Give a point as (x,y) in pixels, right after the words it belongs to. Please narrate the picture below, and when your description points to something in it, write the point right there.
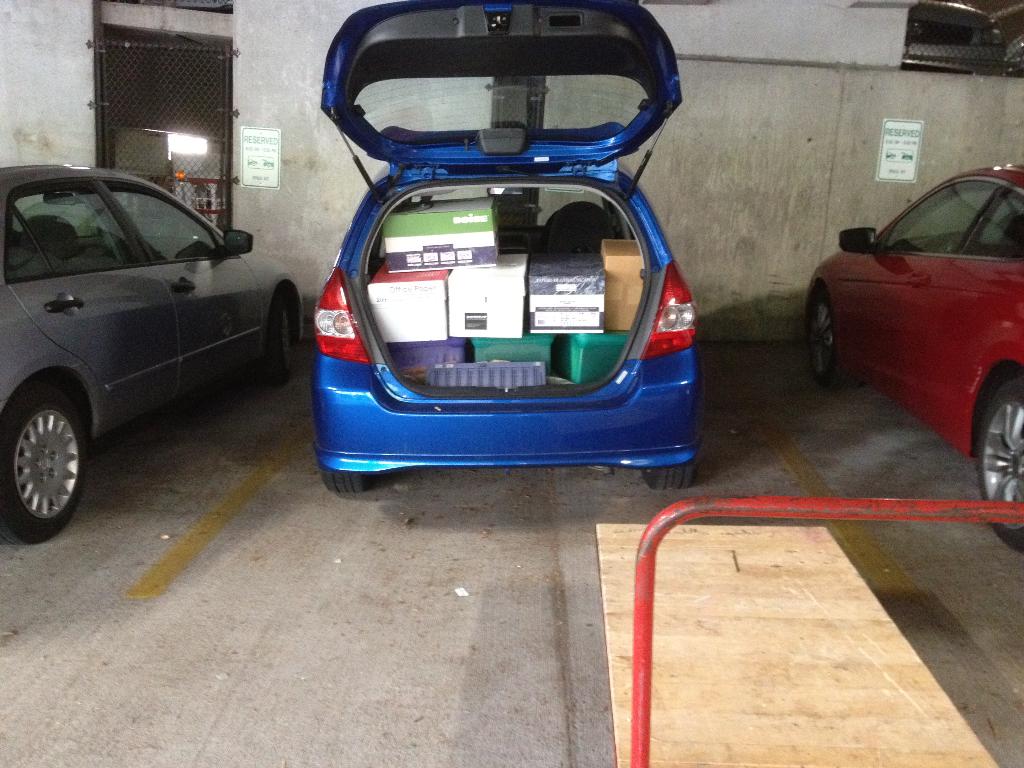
Here we can see three vehicles (406,205) in silver, blue and red color. Inside this blue vehicle (498,432) there are boxes (467,246). Boards (258,158) are on the wall (267,111). This is black mesh (173,129). Far there is a light (190,150). Here we can see a red rod (642,574).
